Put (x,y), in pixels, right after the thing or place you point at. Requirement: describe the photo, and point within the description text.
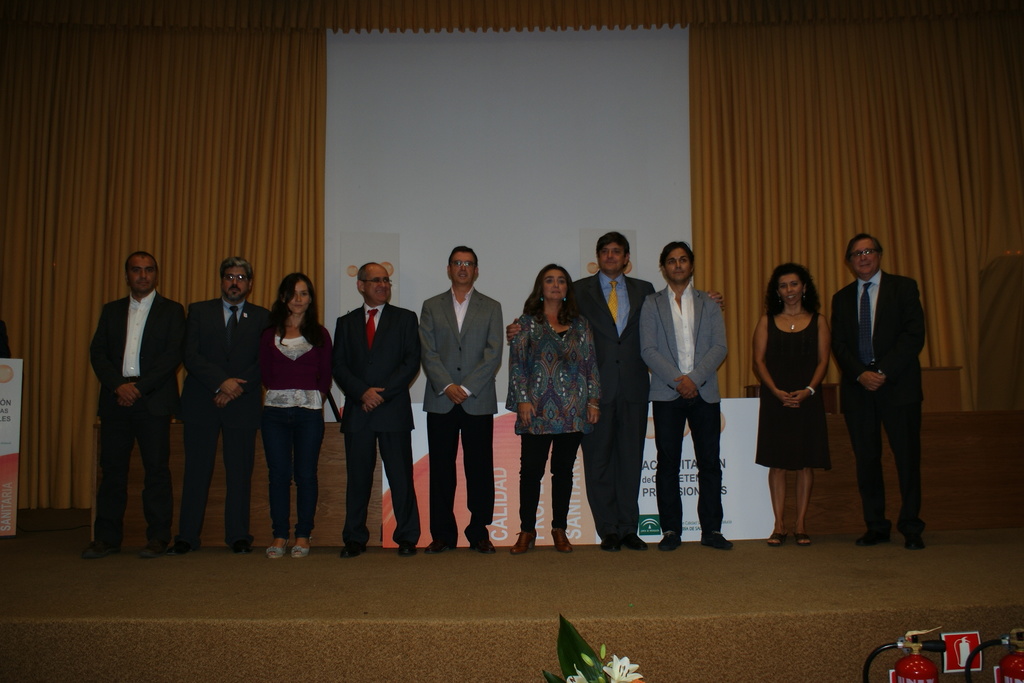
In front of the image there are two fire extinguishers (876,651). There is a bouquet (578,646). There are people (448,400) standing on the stage (380,597). Behind them there are banners (545,485). In the background of the image (559,194) there is a screen (488,176). There are curtains (723,130).
